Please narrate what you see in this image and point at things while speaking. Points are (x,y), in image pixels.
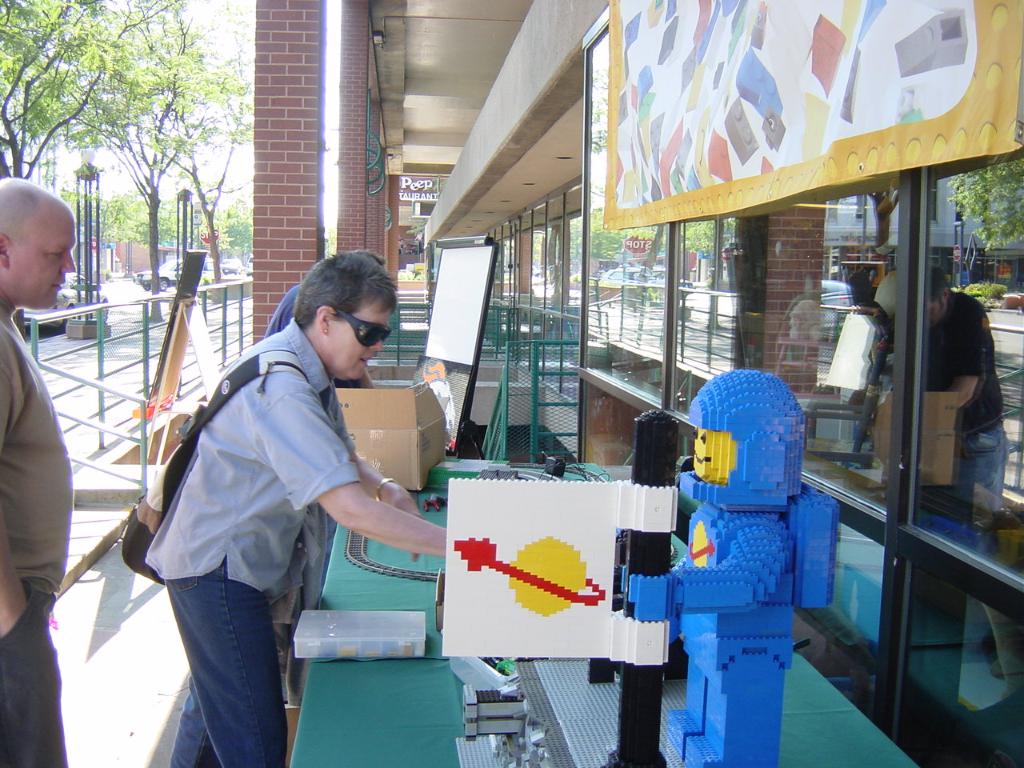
In this image we can see people (208,545) standing on the floor (162,603), lego toy (620,508), mirrors (637,286), trees (187,132), poles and sky (245,143).
